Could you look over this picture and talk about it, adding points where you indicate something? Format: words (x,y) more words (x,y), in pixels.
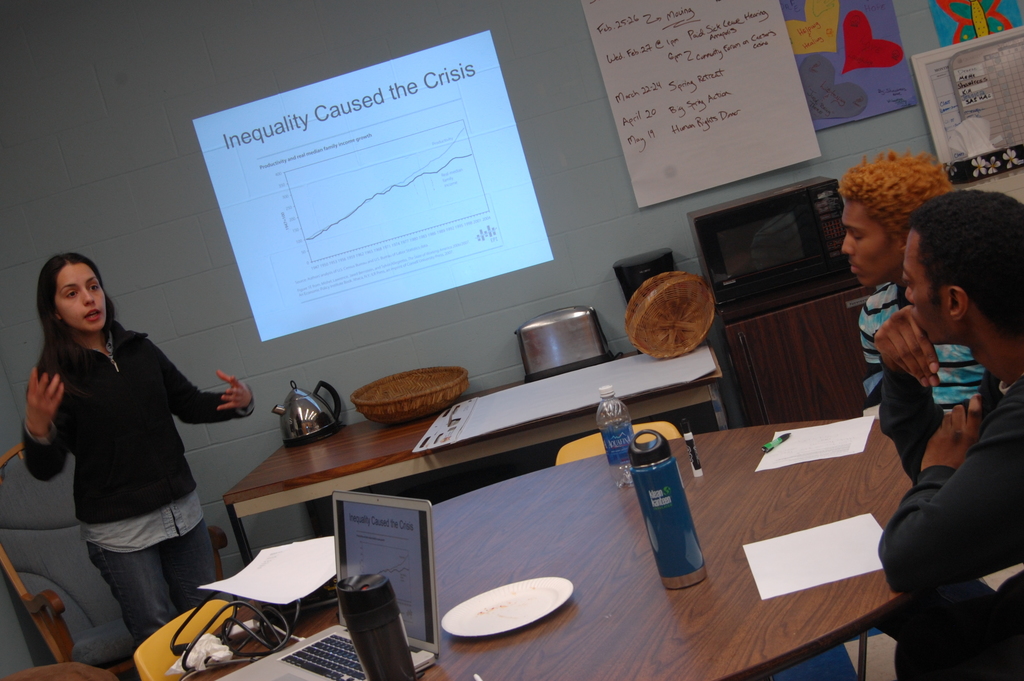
There is a woman (146,441), she is standing and explaining. There is a table (485,508) which has paper (796,586), bottle (664,525), plastic bottle (602,425), laptop (402,541), wires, plate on it. In the background (306,240) there is a wall (136,163). There is a projection (517,148) of screen (480,62) on the wall (317,79). In the background (433,385) we have a basket (652,311), oven (776,237), banner (733,160). There is a man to the right side (933,382) who is sitting on a chair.
